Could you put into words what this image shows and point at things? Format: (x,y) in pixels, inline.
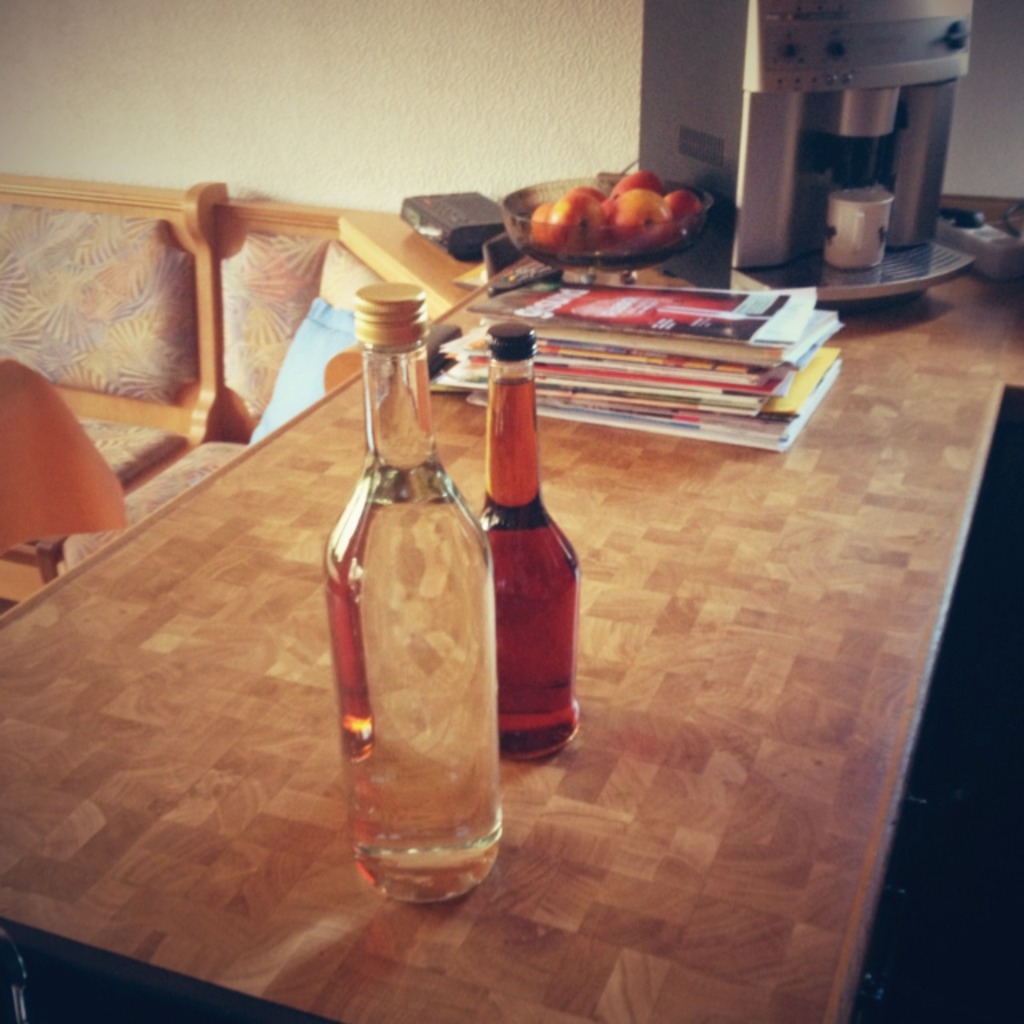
This is a picture of a room (192,292). In the center of the picture (454,462) there is a table (473,456), on the table (532,836) there are bottles (523,687), books (638,339), fruits (591,220), and a machine (818,143). On the top left (235,303) there is a couch (126,331). in the background (231,79) there is a wall (391,79) painted white. On the top right (1022,246) there is a plug box (950,225).
